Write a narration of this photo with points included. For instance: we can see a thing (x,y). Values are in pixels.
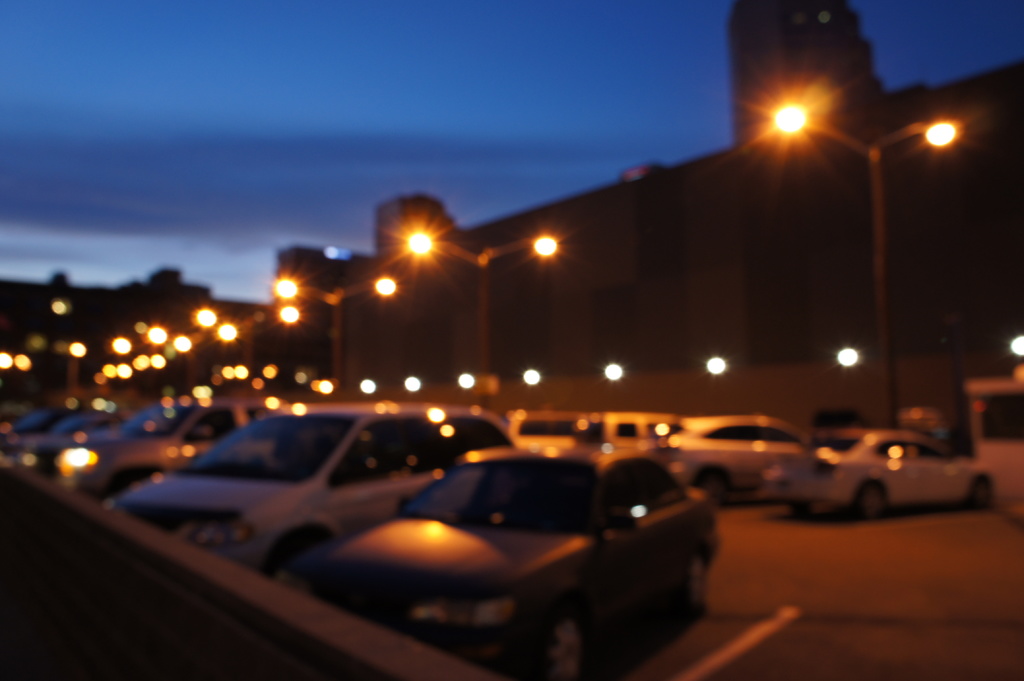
In this picture we can see the buildings (588,250), poles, lights (180,346), vehicles (975,433). In the bottom right corner (824,555) we can see the road (923,547). In the bottom left corner (120,586) we can see the wall (244,576). At the top of the image (279,181) we can see the clouds (28,205) in the sky (119,165).
